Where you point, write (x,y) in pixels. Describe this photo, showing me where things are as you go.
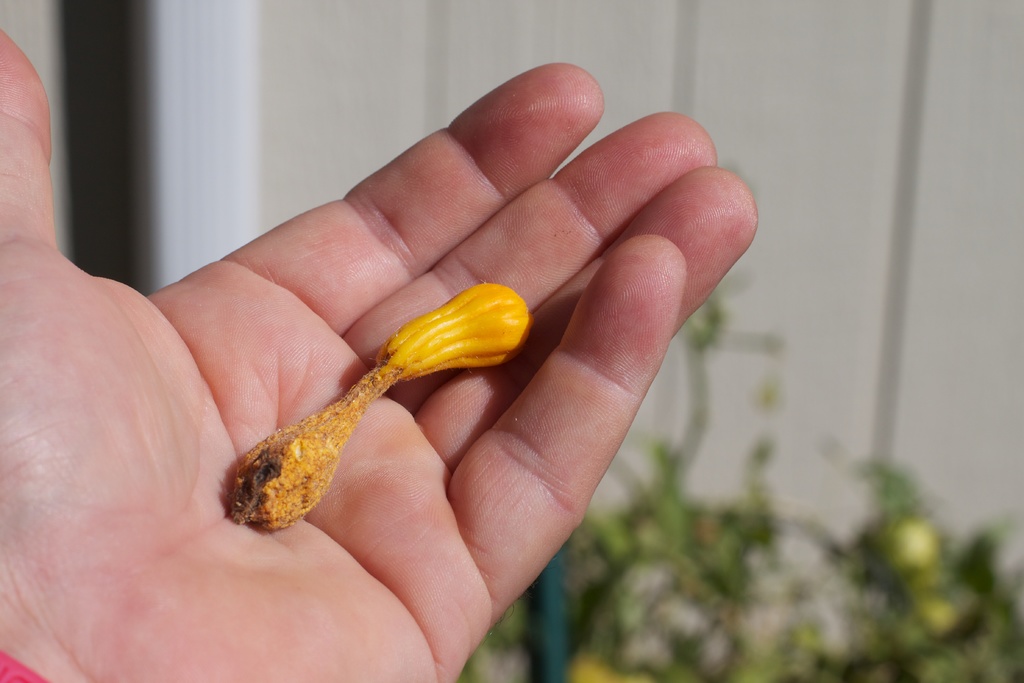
In this image there is a yellow color flower bud (312,425) on the person hand (426,398), and there is blur background (123,23).
